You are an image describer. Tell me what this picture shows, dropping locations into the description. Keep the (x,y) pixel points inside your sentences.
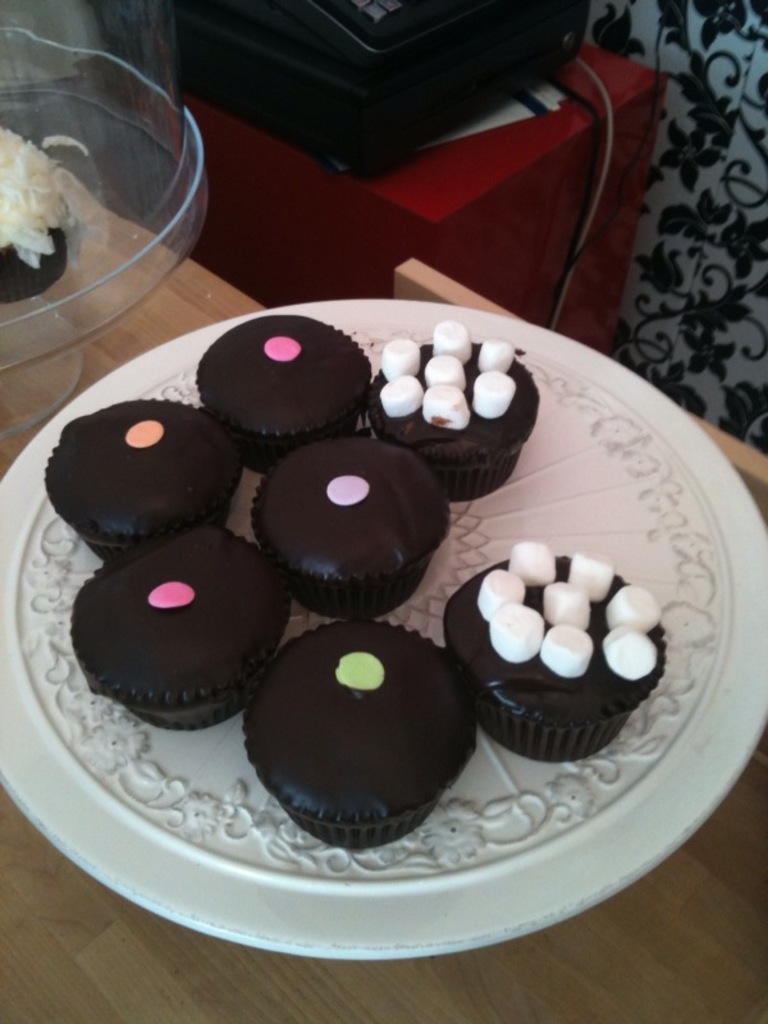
In front of the image there are marshmallows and gems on the cupcakes (357,548) where the cupcakes (274,556) are on the plate (13,477) and on the bowl (156,130) which is placed on the table (96,938). There is some object (262,7) on the table (107,978). In the background of the image (646,271) there is a curtain (738,312).
